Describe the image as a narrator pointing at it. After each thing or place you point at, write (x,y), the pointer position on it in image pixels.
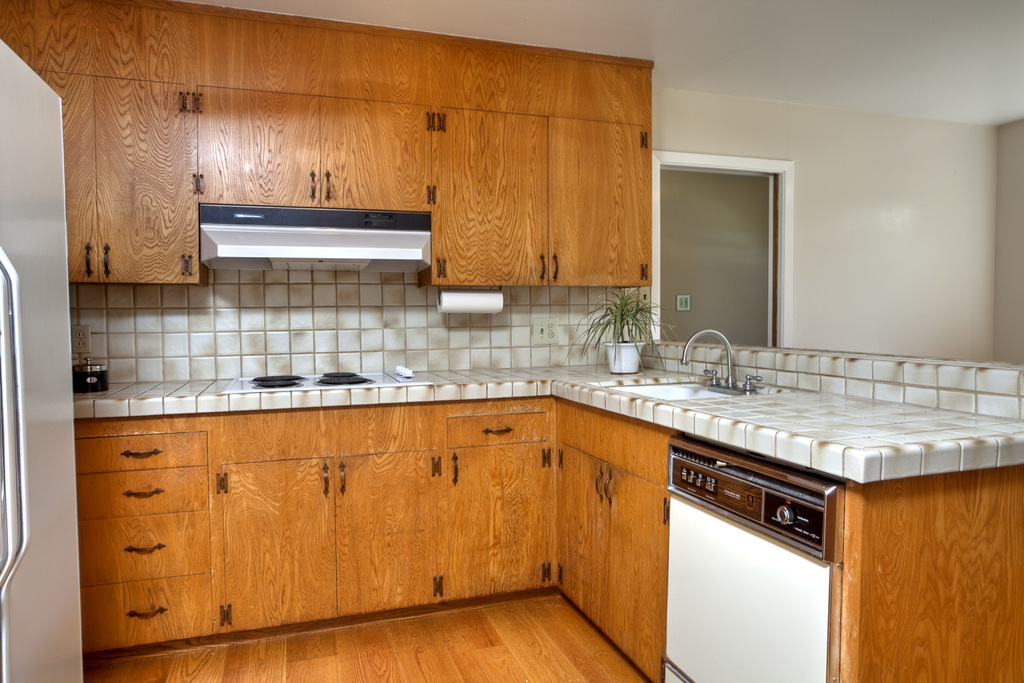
In this picture we can see the floor (438,641), houseplant (613,317), tap (728,382), sink (712,394), stove (310,375), tissue paper roll (460,306), bowl (85,374) with lid (101,367) on it, cupboards (527,220) and some objects (51,426) and in the background (860,163) we can see the walls (899,187).
